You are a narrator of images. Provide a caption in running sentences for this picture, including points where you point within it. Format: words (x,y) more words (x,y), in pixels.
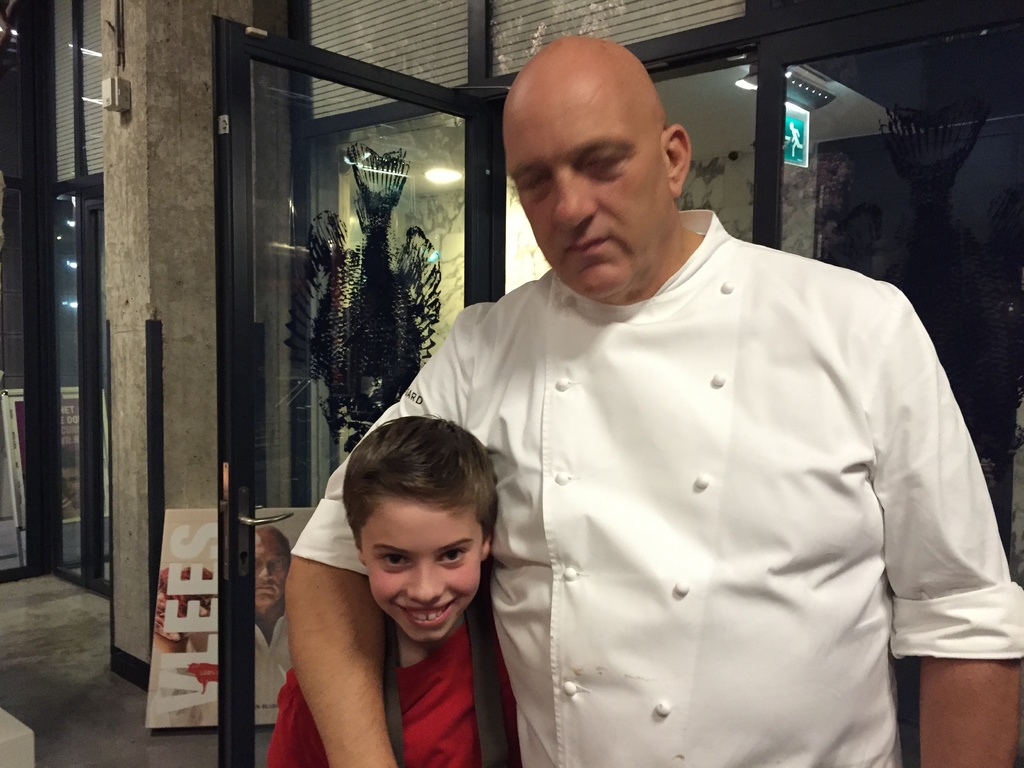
In this image, I can see the man (645,689) and a boy (419,721) standing. This looks like a glass door (235,606) with a door handle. I think this is a board (200,695). This looks like a painting (339,262) on the glass (291,357). I can see a pillar (202,498). This looks like a signboard (792,138), which is hanging.
